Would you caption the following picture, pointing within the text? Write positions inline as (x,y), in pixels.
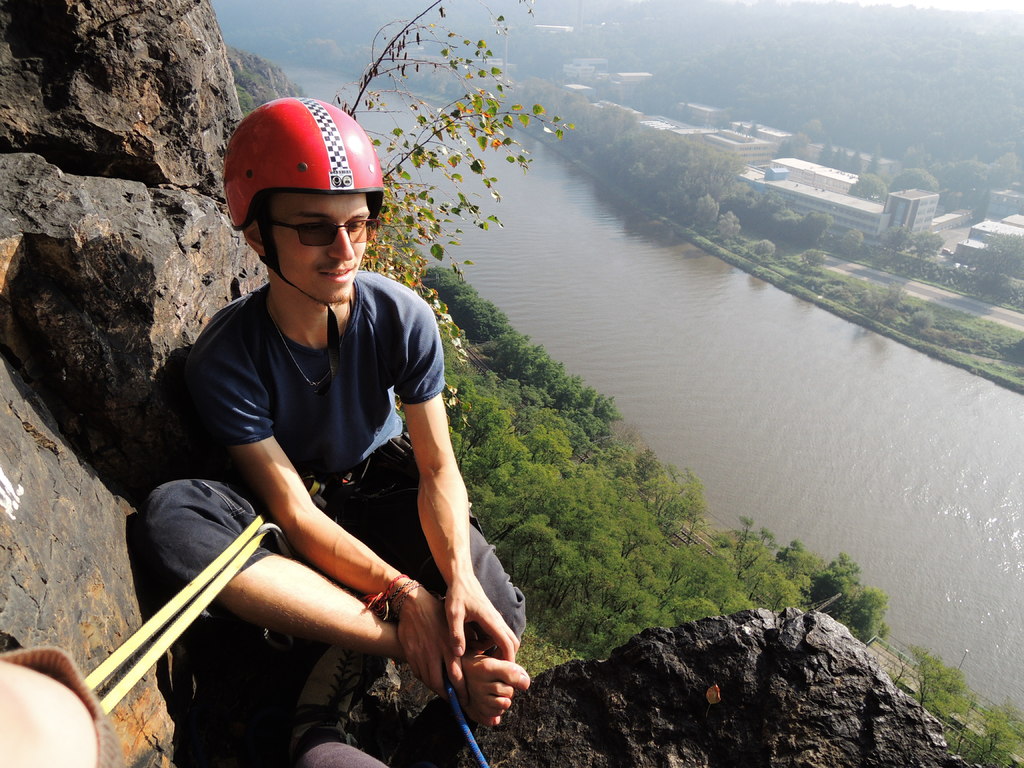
In this picture we can see a man (249,147) sitting on the top of a mountain (283,716) wearing a helmet (264,143). On the right side (992,505), we can see a long river (560,257) surrounded by trees (781,561) and mountains (878,64).
